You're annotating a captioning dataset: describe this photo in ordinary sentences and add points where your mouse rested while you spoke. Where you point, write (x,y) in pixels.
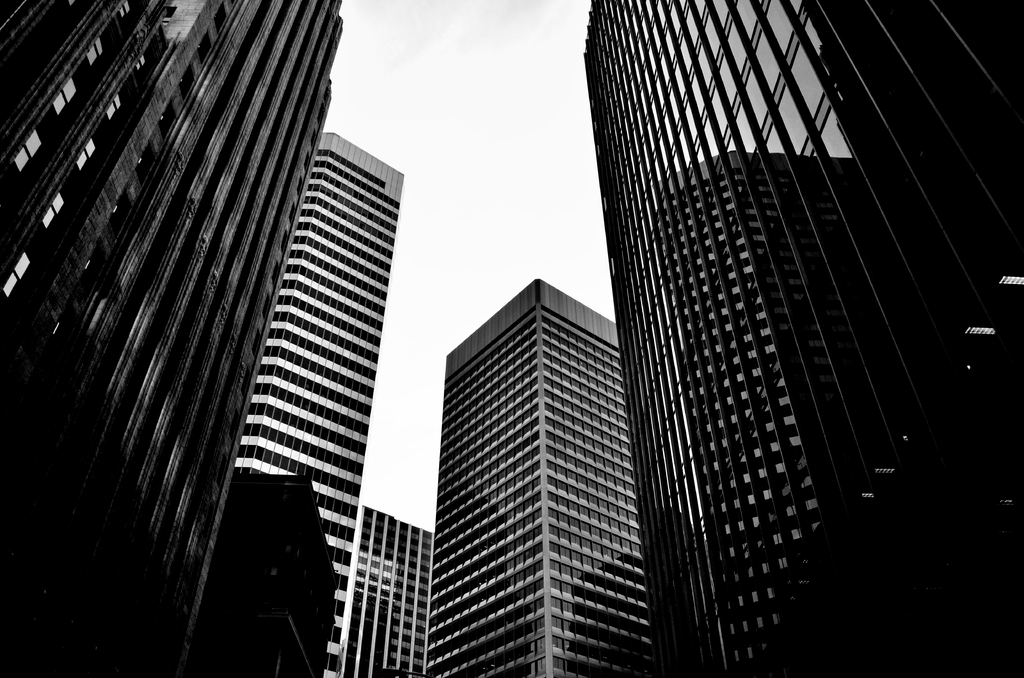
As we can see in the image there are buildings (261,345) and sky (446,234).
